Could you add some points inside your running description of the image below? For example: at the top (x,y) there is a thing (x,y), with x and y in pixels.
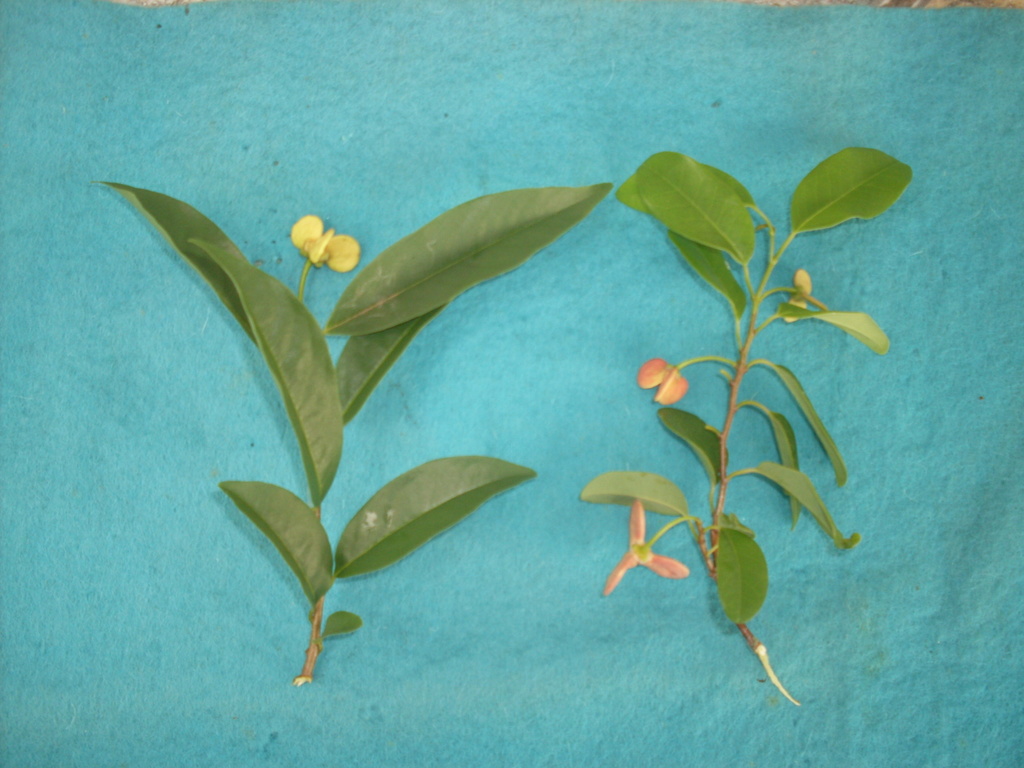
We can see green leaves (234,316) and flowers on the blue surface (458,92).
